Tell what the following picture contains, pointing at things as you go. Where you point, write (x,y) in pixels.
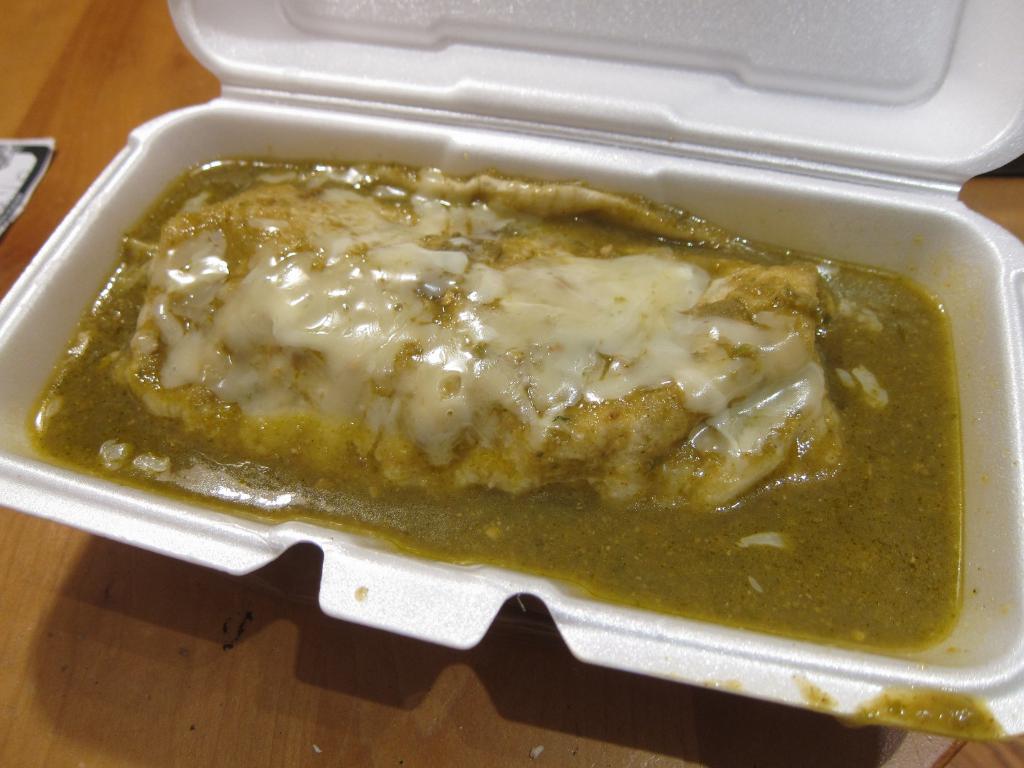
In the foreground of this image (534,406), there is food item (379,394) in a cup (388,601) like an object (442,587) which is having a lid (613,59) and it is on the wooden surface (268,708). On the left (25,207), there is an object (22,168).
